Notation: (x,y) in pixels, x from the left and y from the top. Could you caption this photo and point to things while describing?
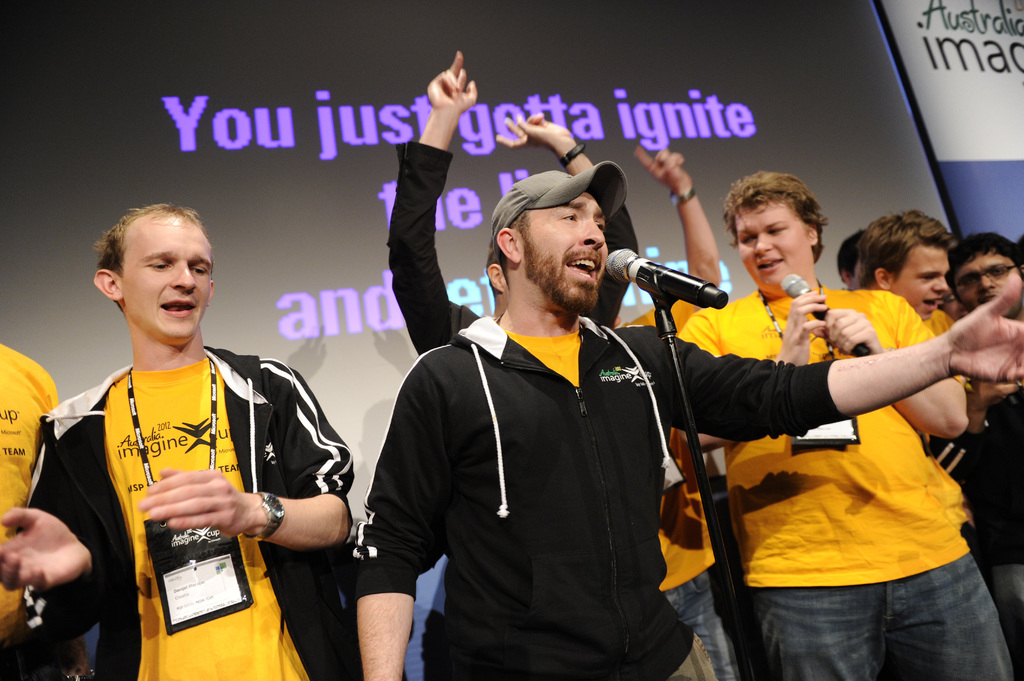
In the image there is a mic (687,293) with stand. Behind the stand (671,299) there is a man (546,231) with cap (566,190) is standing. And also there are few men (984,281) standing in the image. There is a person (824,287) holding a mic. Behind them there is screen (44,275) with something written on it.
